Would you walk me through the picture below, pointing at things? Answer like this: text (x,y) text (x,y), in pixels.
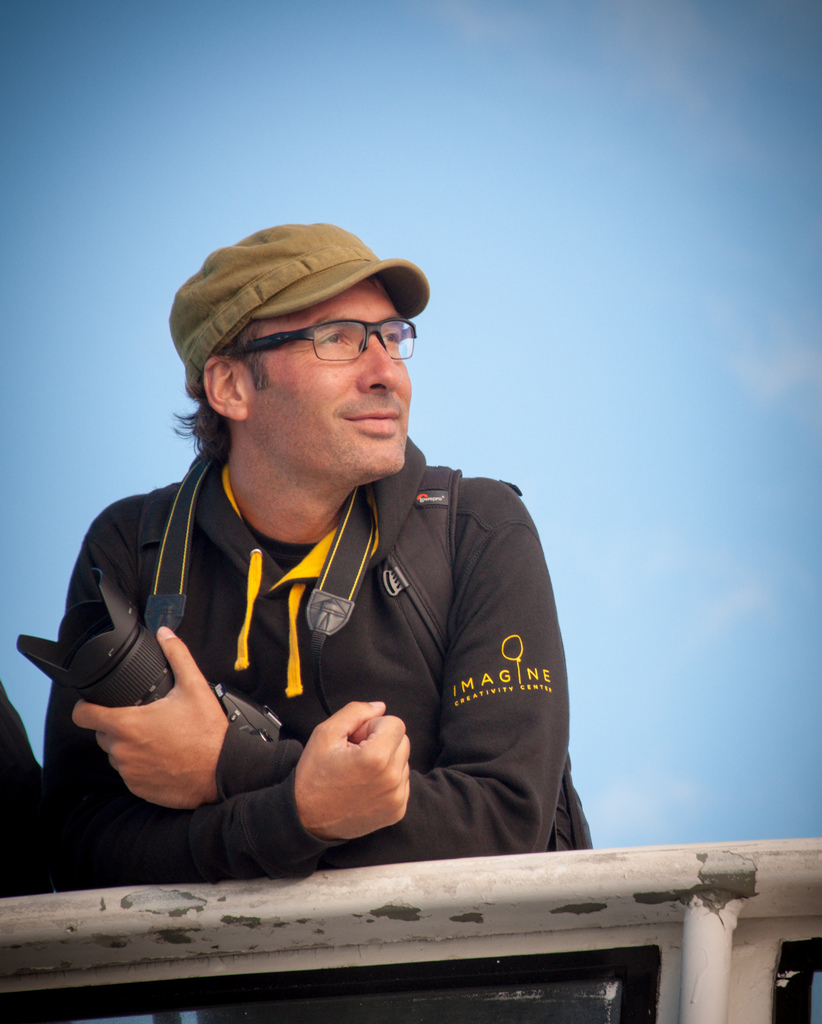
In this image there is a man (467,690) standing. He is smiling. He is holding a camera (130,694) in his hand (175,684). He is wearing a hat (275,261), spectacles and a jacket (443,721). There is text (500,673) on the jacket (487,681). In front of him there is a railing (377,885). Behind him there is the sky (283,181).
